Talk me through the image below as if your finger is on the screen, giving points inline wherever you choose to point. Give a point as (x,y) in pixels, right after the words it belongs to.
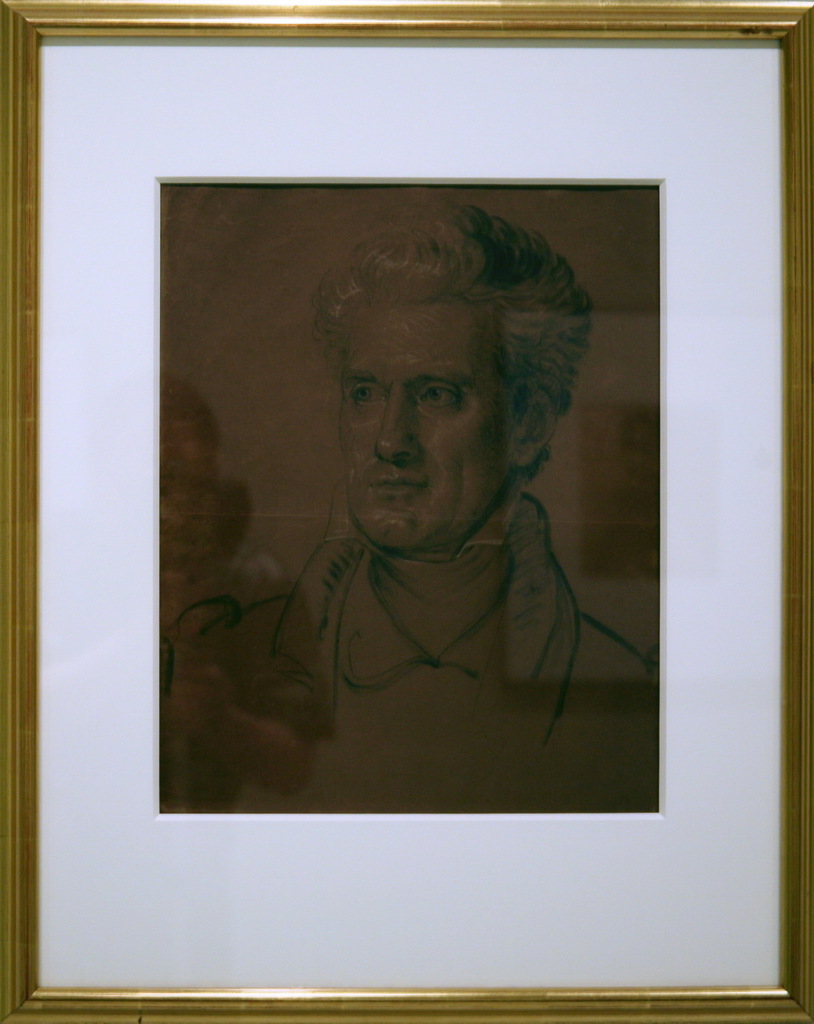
In this image I can see a photo frame (563,689). In this a man (488,499) is looking at left side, the frame (191,8) of this photo (423,347) is in gold color.
